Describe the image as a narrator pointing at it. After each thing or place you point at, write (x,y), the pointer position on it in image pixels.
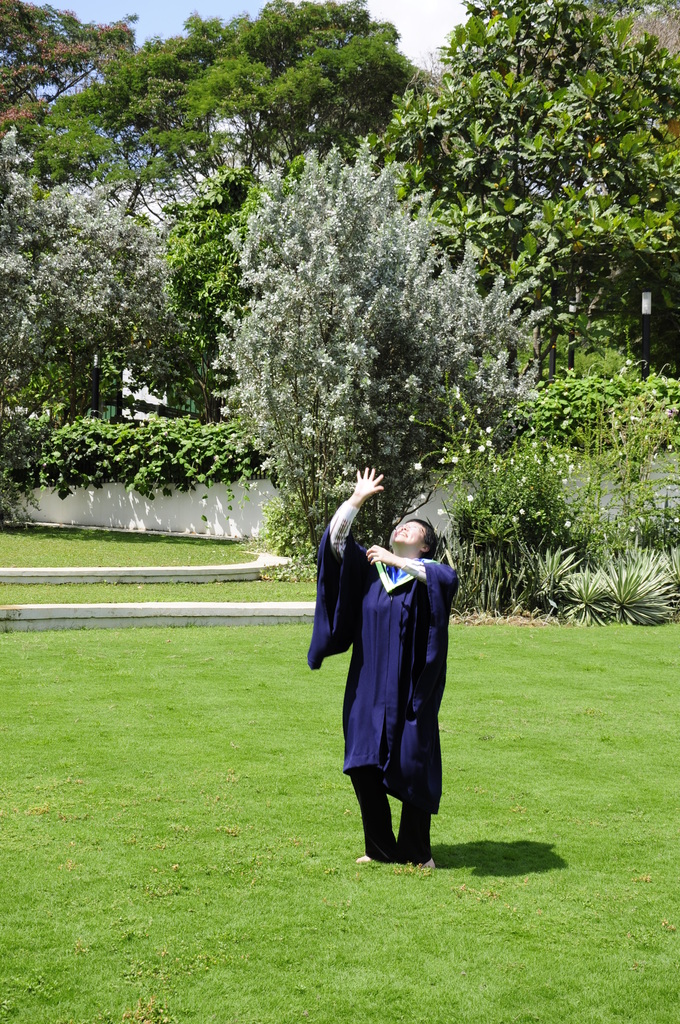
In this picture we can see a person (350,559) standing on the grass (187,731) and looking up. There are a few plants (467,503) visible on the right side (590,505). We can see a few trees (407,240) visible in the background (259,49). Sky (126,6) is blue in color.
